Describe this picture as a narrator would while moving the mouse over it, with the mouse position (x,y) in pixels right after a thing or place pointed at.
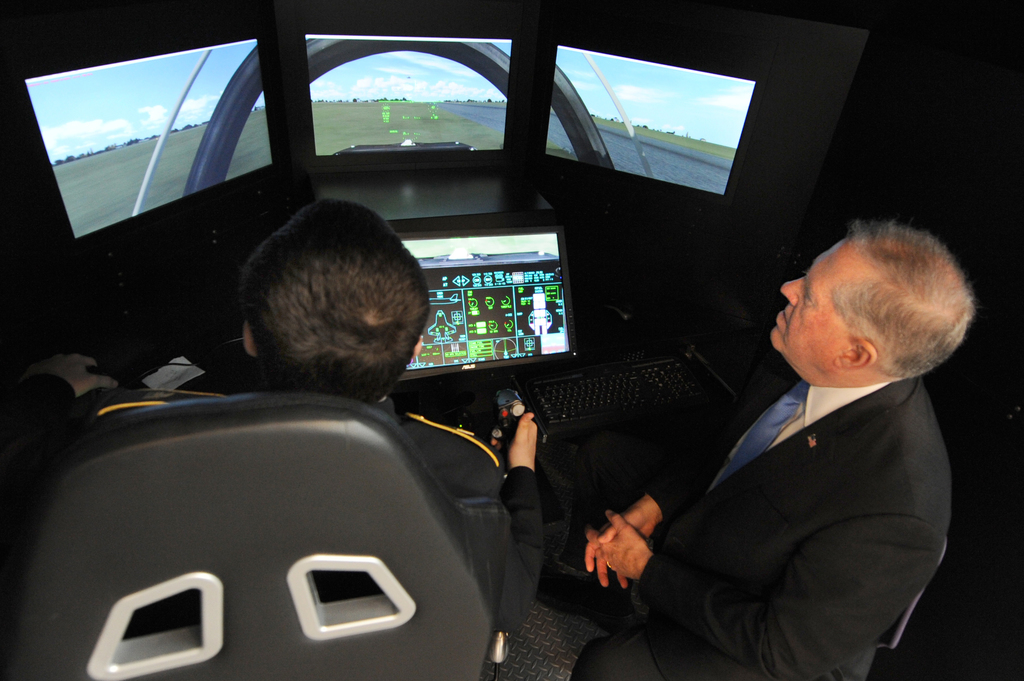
In the center of the image (597,436) we can see two people (747,487) sitting. The man (522,425) sitting on the left (120,409) is holding a remote (510,436) in his hand (523,440), before them there is a table (448,382) and we can see a computer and a keyboard (672,409) placed on the table (587,345). In the background (710,176) there are screens (420,113).
